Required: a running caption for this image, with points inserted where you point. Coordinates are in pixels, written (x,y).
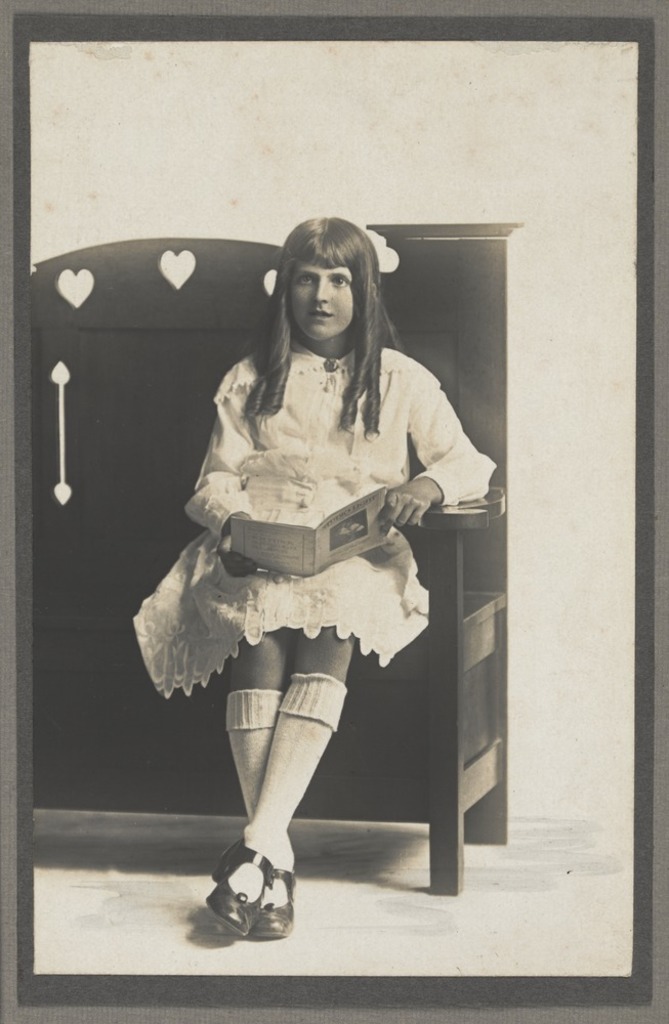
In this image there is a picture frame (23,229). There is a girl (275,495) sitting on the bench (83,646). She is holding a book (317,531) in her hand (226,534). Background (426,103) there is a wall (460,190).
